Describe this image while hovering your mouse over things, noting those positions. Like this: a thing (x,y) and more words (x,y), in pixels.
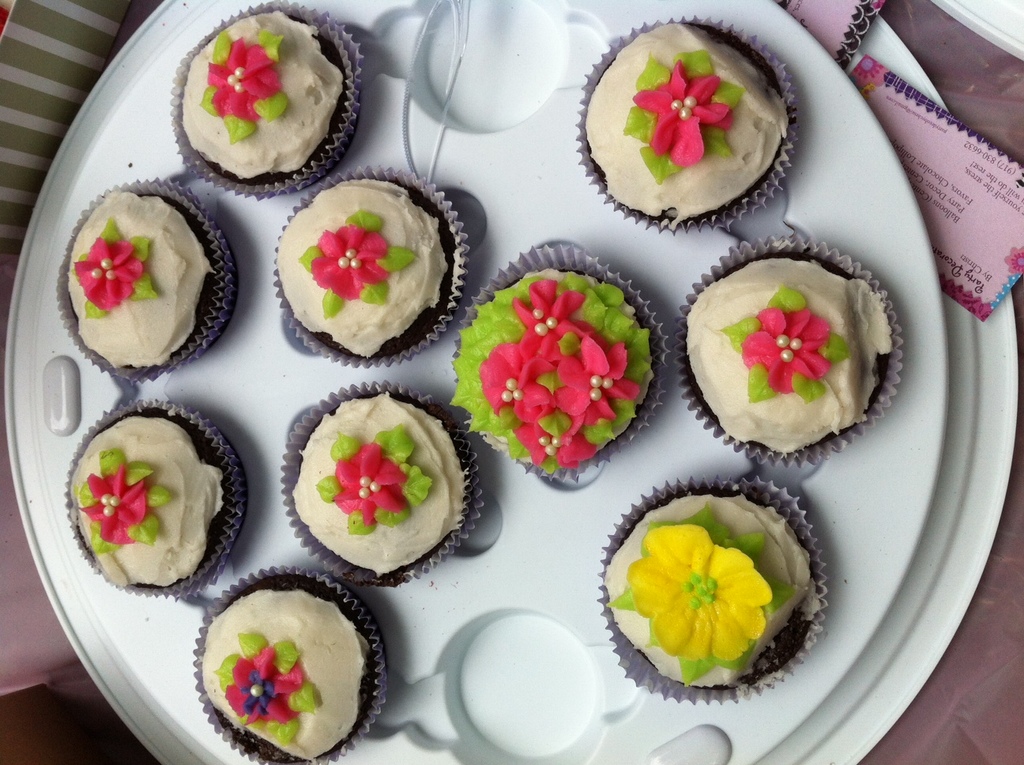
In this image we can see muffins (396,253) placed on the tray (575,144). In the background (898,81) we can see visiting cards (971,256).
